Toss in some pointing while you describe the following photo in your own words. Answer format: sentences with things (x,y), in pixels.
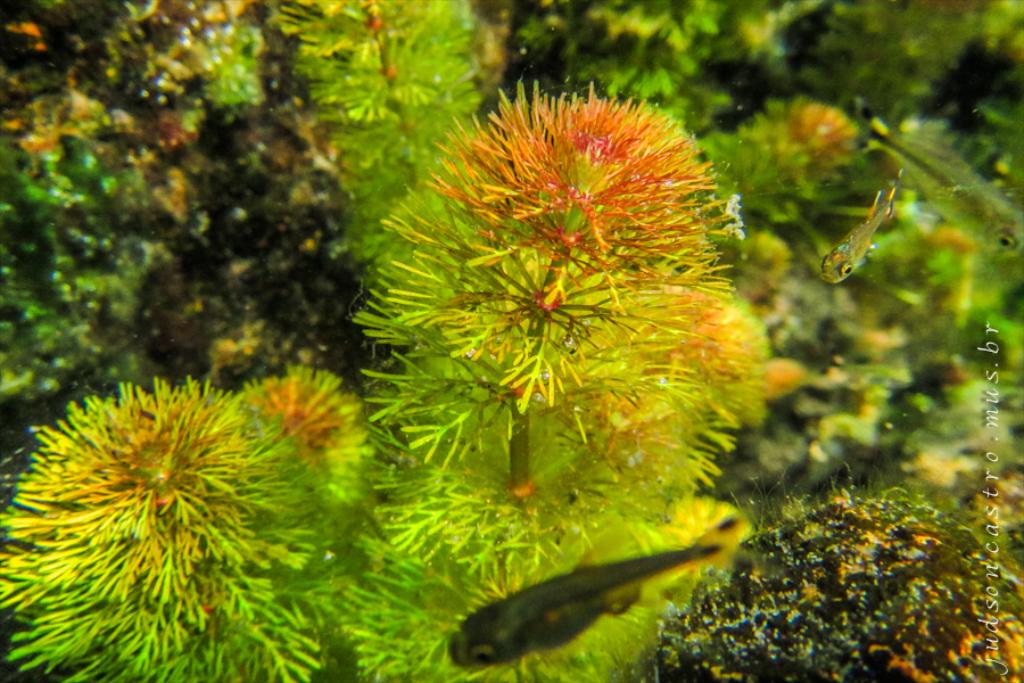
These are plants (661,363) and fishes (972,191).
